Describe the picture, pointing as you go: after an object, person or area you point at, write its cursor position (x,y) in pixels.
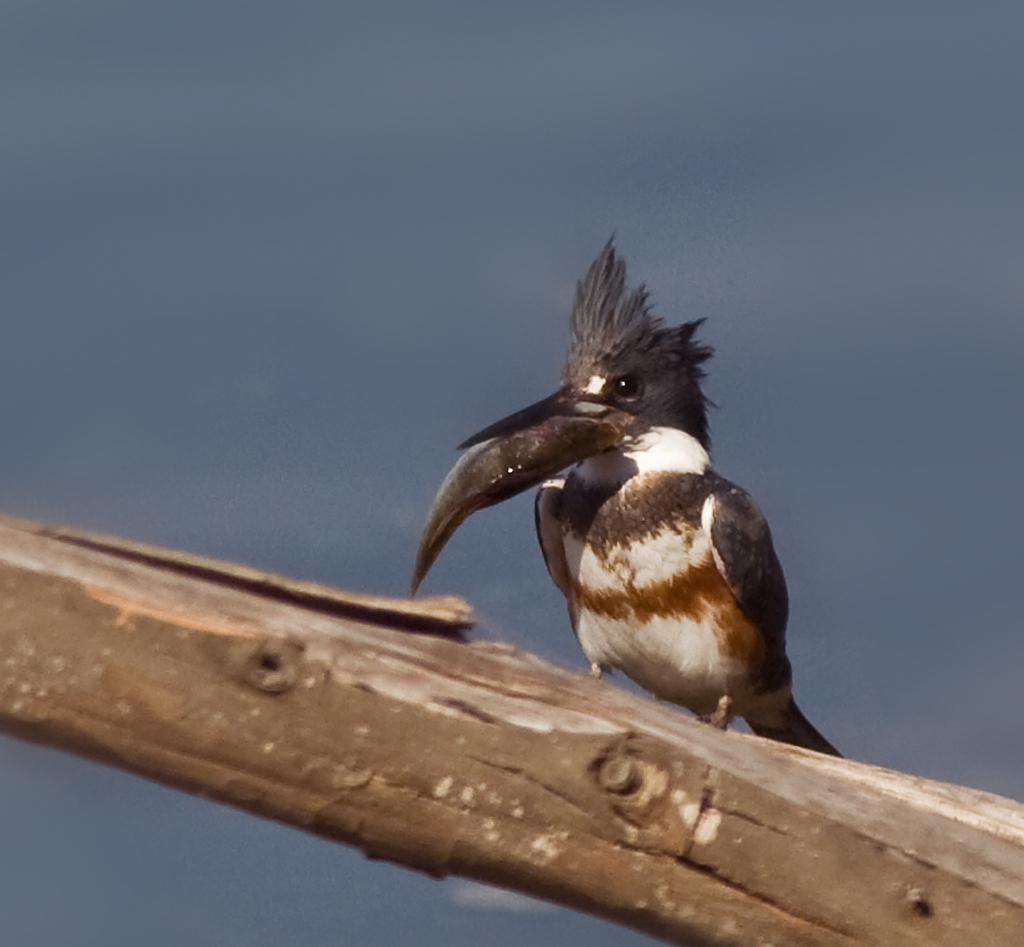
In this image I can see the bird (604,568) sitting on the branch (533,786). The bird (642,552) is in white, brown and black color. In the back (459,416) I can see the blue sky (347,353).
